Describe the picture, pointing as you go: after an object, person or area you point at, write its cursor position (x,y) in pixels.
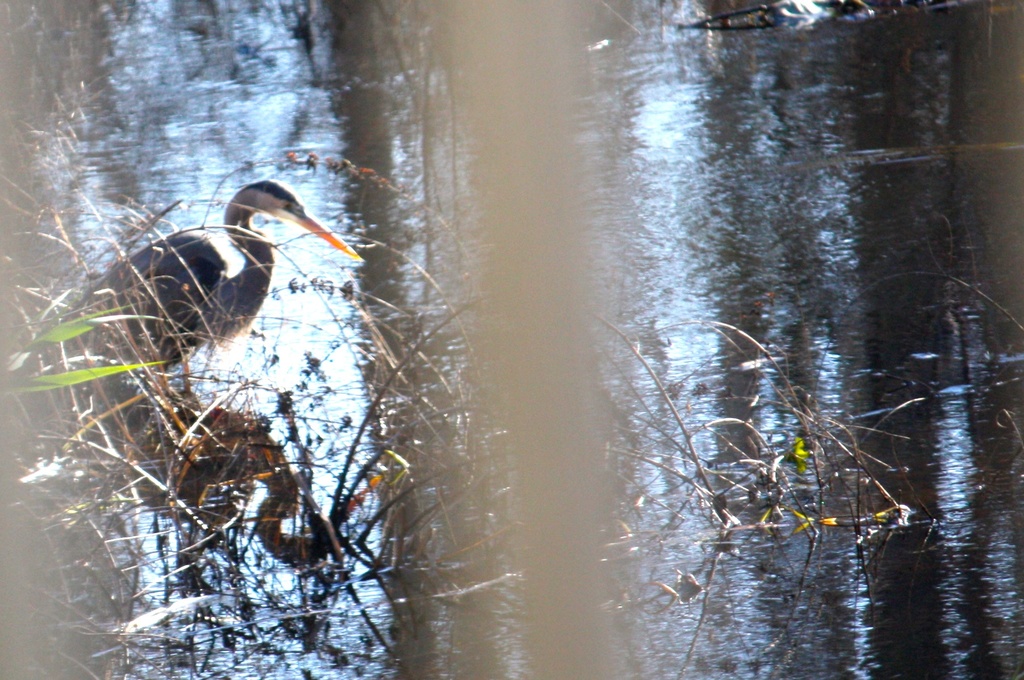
In this image I see a bird (183,246) over here which is of white and black in color and I see the water (601,153) and I see few plants (282,461).
